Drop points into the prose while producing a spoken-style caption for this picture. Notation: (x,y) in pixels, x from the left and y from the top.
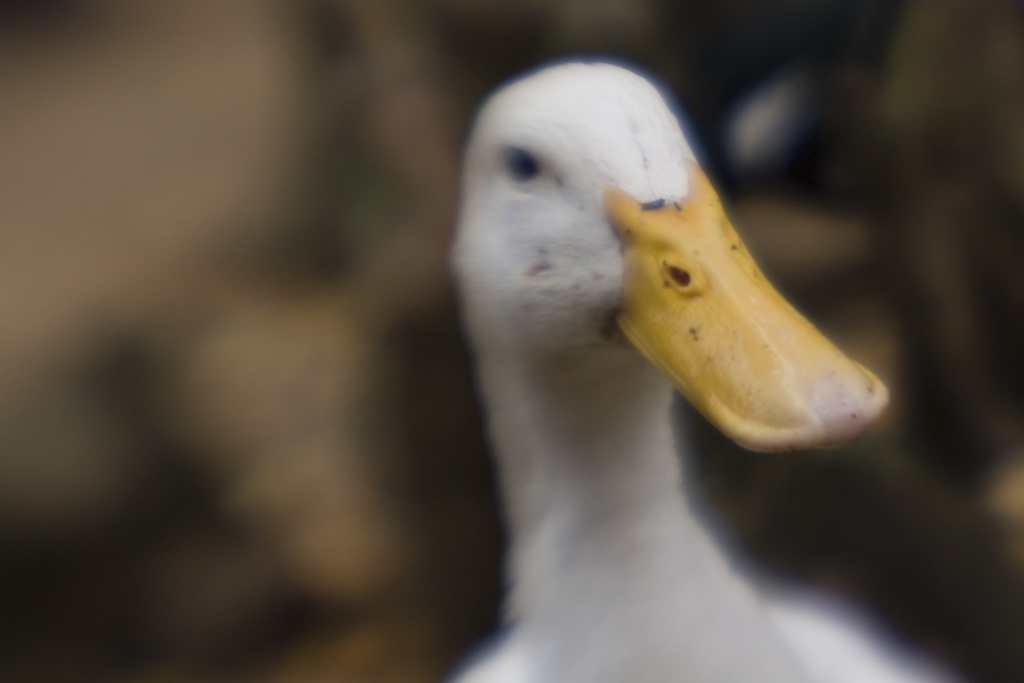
In the center of the image (480,364) there is a duck (797,677). The background of the image (758,517) is blurry.
